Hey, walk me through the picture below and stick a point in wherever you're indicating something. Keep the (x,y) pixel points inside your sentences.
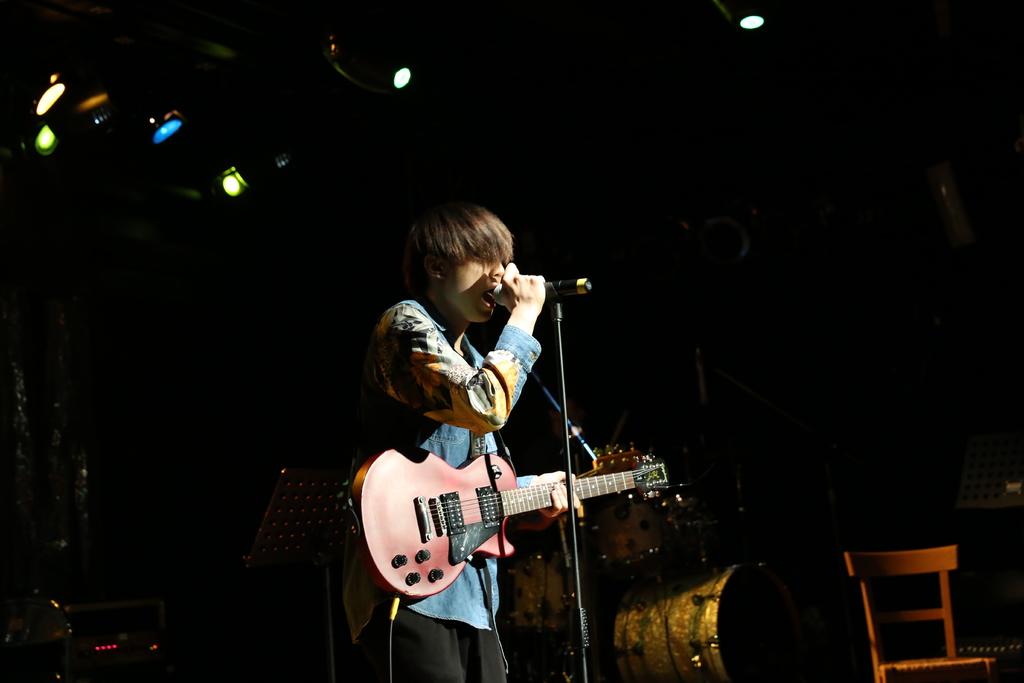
In this picture I can see a man (403,364) in the center of this image (446,301) and I see that he is holding a mic (501,286) and a guitar (433,475) in his hands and on the right side of this image (863,569) I see a chair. Behind him I see few musical instruments (603,508). In the background (62,361) I see that it is dark and on the top of this picture (754,16) I see the lights (61,91).
